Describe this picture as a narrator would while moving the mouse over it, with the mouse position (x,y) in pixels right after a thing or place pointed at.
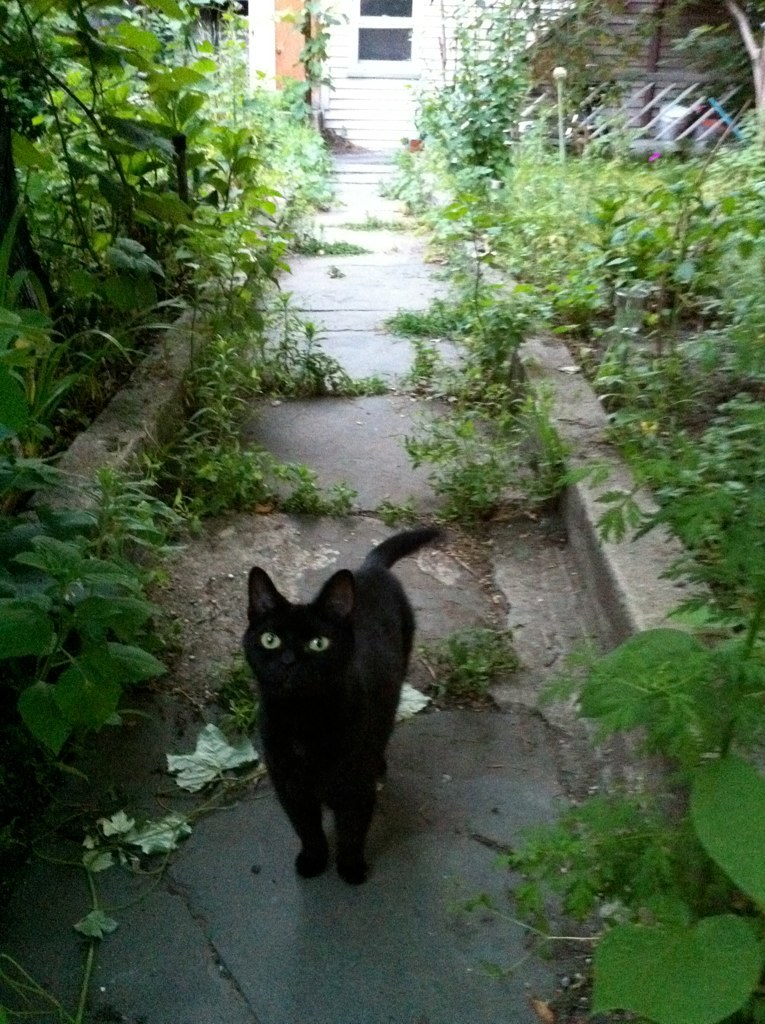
On the bottom (315,712) there is a black color cat (332,781) near to the plant (20,641). In the background (378,62) we can see building (353,110) and table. On the top right corner (617,22) there is a shed (624,98). Here we can see pipe (562,73). On the left (114,66) we can see trees (126,124). On the bottom right (713,944) there are leaves (722,850).
